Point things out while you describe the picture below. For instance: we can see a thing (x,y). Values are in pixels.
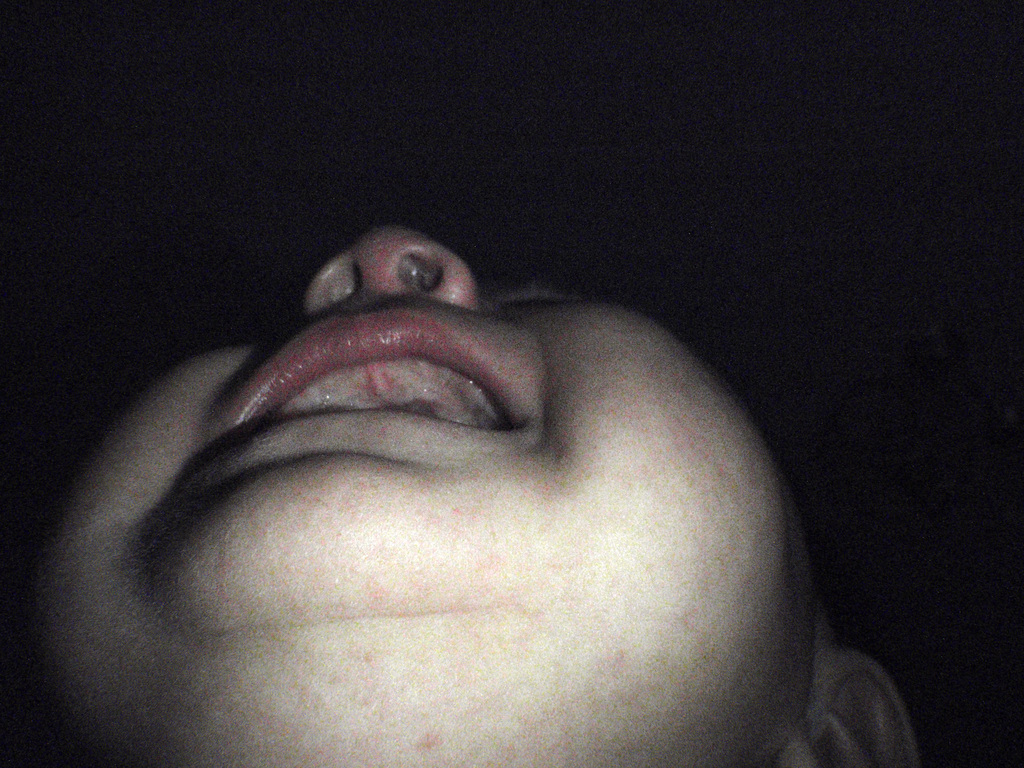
In this image, this looks like the face (614,580) of a person (473,540). I can see the nose (366,254), mouth (402,391) and an ear (886,726). The background looks dark.
